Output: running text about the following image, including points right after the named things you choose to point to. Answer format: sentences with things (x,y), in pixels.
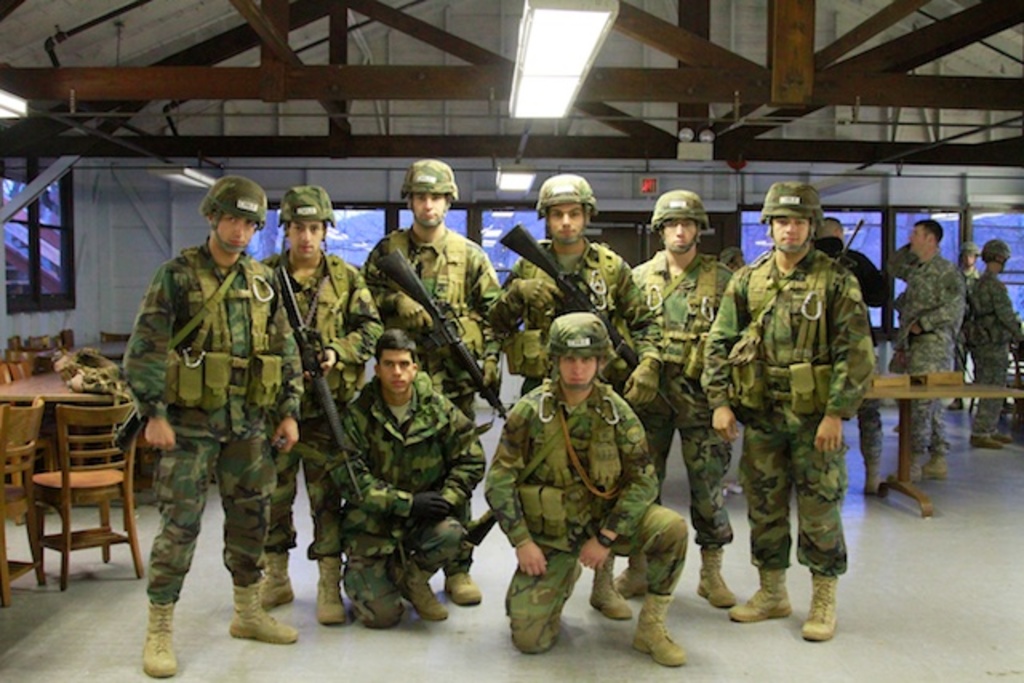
In the middle of the image (441,263) few people (475,263) are standing and sitting. Behind them there are some chairs (14,354) and tables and there is a wall (190,234), on the wall (111,226) there is a window (488,237) and glass wall (978,227). Top of the image (519,185) there is roof (990,106) and lights (557,6).
